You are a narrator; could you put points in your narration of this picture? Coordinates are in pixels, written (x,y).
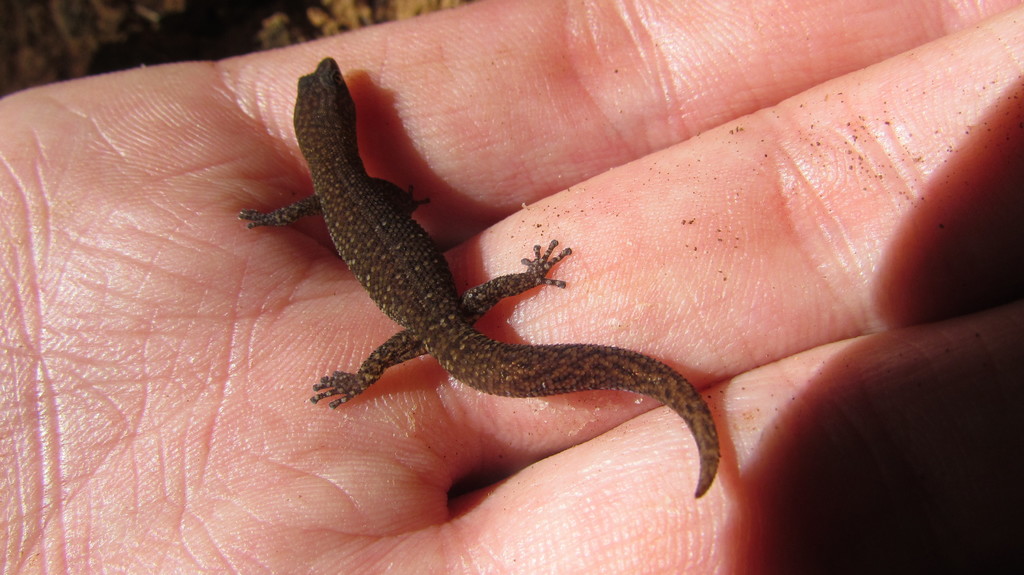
This image consists of a hand (331,276). On that there is a lizard (395,346). It is in black color.
